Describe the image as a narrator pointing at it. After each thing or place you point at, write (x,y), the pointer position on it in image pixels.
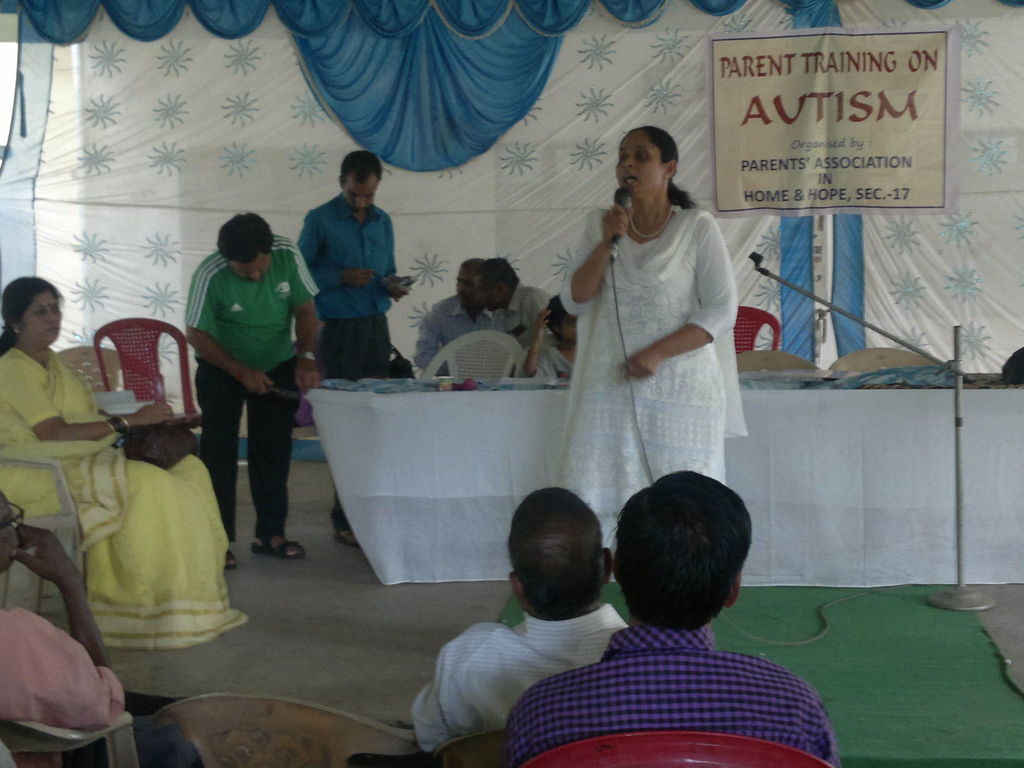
As we can see in the image there are few people (164,418) here and there, chairs (202,721), banner (796,126), cloth (617,152) and a table (999,376). On table (412,457) there is a white color cloth (819,491) and here there is a mic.
